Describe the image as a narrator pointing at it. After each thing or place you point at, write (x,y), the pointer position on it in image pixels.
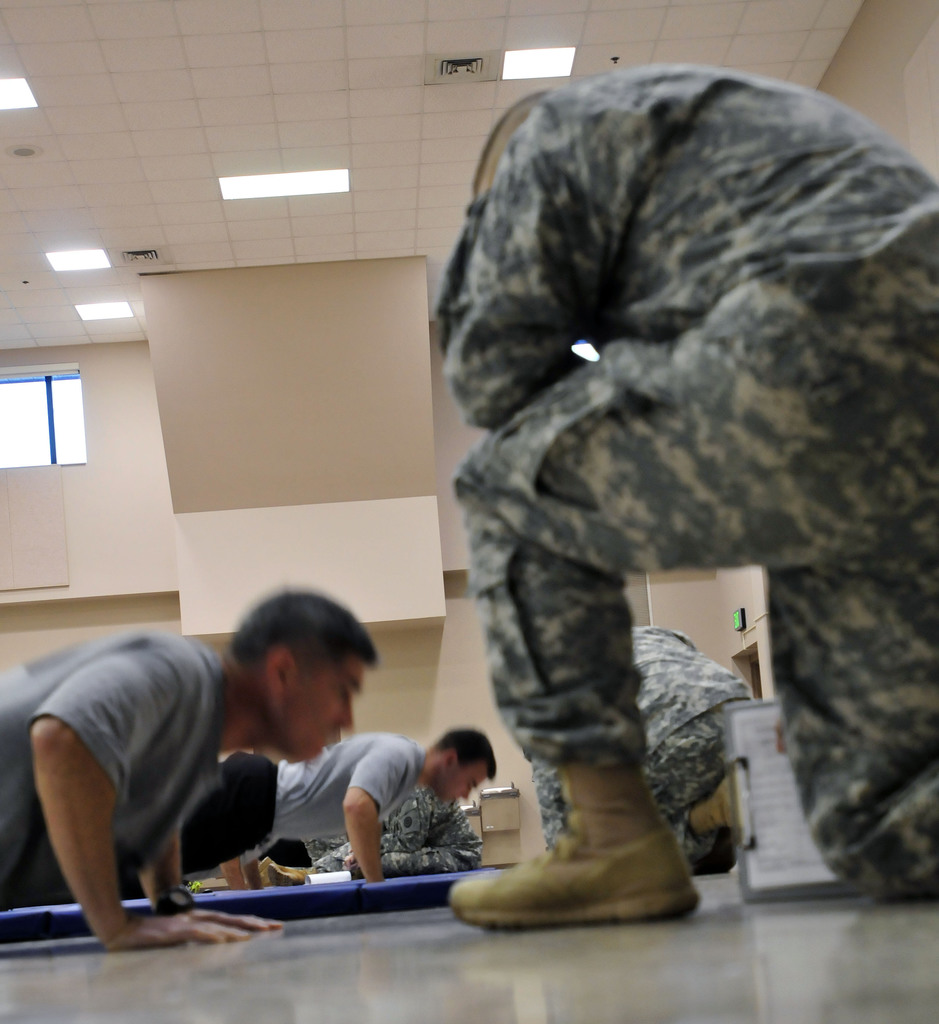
On the left side of the image (223,730) we can see some persons (251,780) are doing exercise. On the right side of the image (851,665) we can see two mans (894,605) are sitting on their knees (909,880). In the background of the image (51,614) we can see window (48,442), wall (302,414) are there. At the bottom of the image (353,977) there is a floor (381,983). At the top of the image (414,63) we see lights (558,53), roof (356,93) are there.
